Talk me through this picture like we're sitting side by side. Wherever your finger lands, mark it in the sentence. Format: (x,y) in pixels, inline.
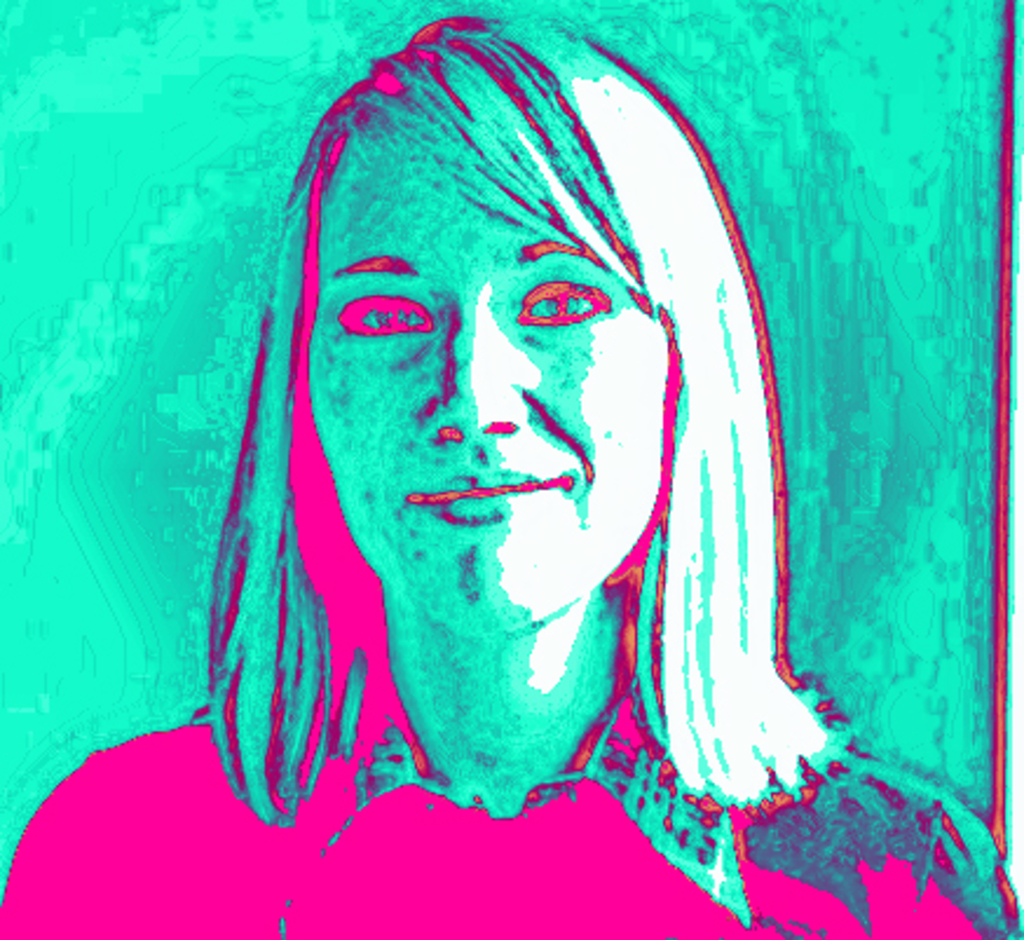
In this image we can see edited image of a woman (507,752).
